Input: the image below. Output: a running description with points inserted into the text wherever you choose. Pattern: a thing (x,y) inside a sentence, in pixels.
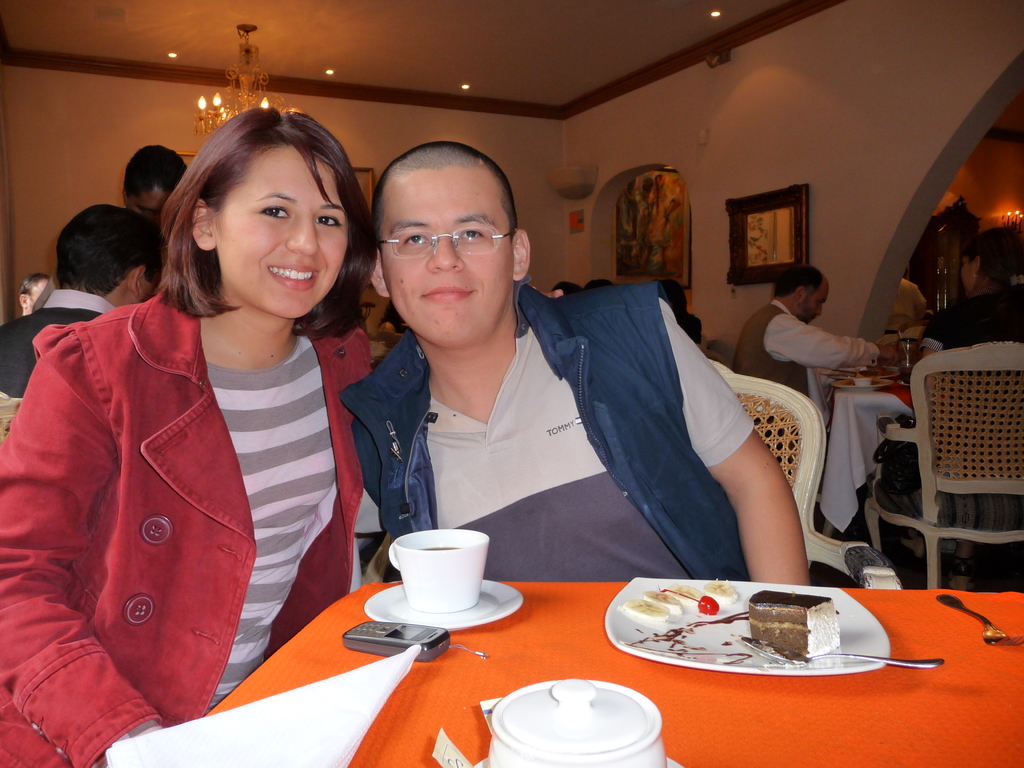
In this image I see a woman (16,760) and a man (403,518) and both of them are smiling and they are sitting on the chair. I see a table (660,675) in front of them and there is a cup (411,557), a plate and a spoon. In the background (9,96) I see few people (4,361), a wall (880,242) and the lights (714,11).
